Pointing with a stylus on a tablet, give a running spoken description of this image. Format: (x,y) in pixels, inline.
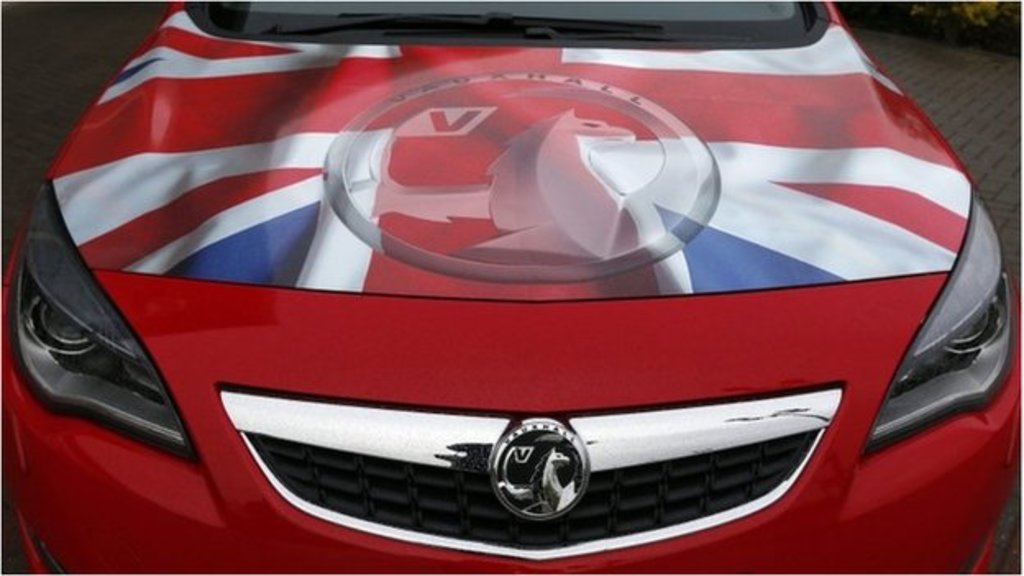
In this picture we can see a red car (779,284) and there is a colorful painting (604,185) on the car (379,200).
